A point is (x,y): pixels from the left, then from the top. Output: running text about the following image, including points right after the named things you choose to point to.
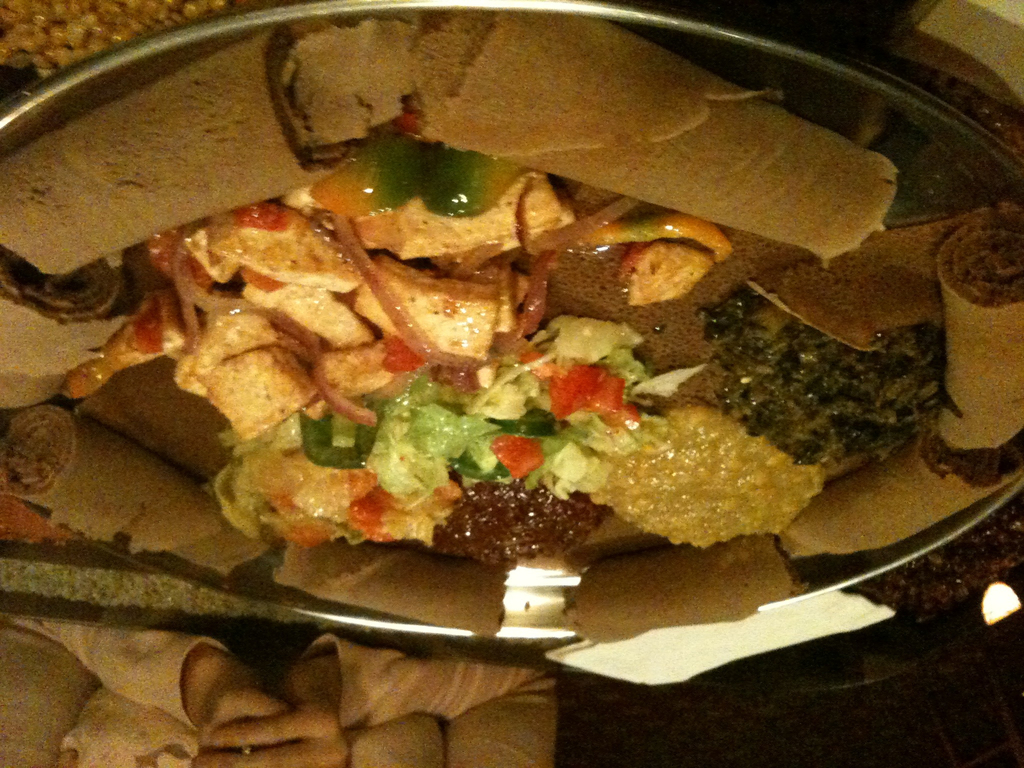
In this image we can see some food items (448,275) in the plate (333,263), also we can see the hands (284,701) of a person (273,709).
